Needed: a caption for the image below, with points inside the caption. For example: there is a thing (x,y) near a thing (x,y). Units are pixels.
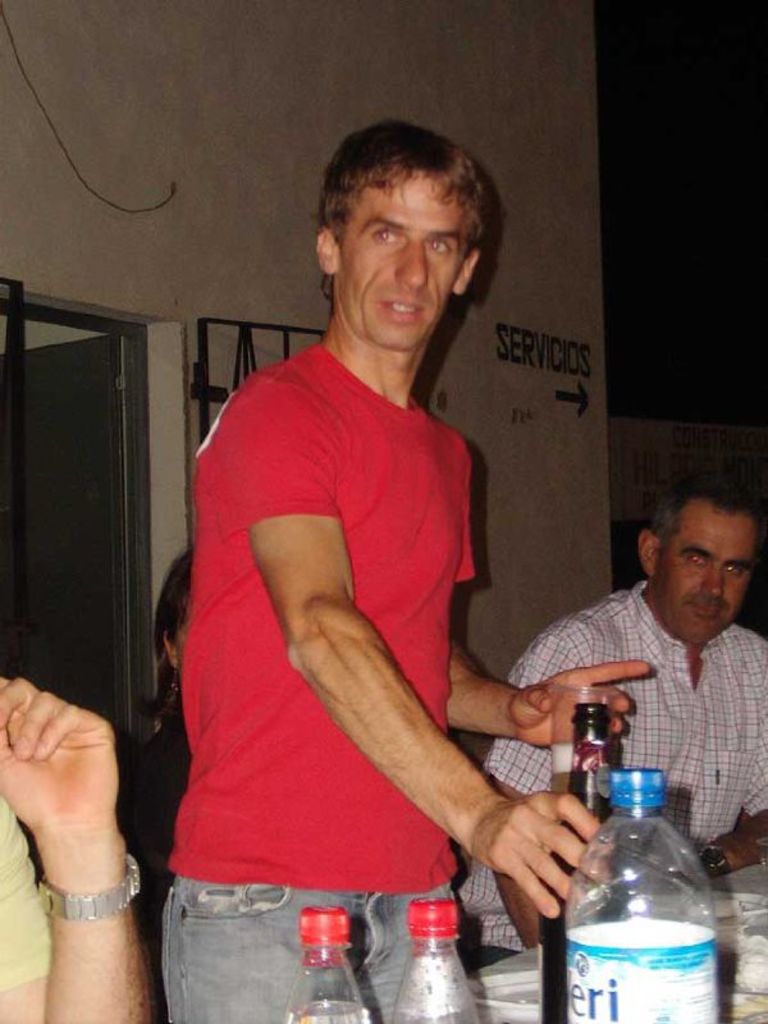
In the image we can see there is a man (425,425) who is standing and there are other people (15,893) in the place and on the table (763,890) there are wine bottle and water bottles (645,962).
